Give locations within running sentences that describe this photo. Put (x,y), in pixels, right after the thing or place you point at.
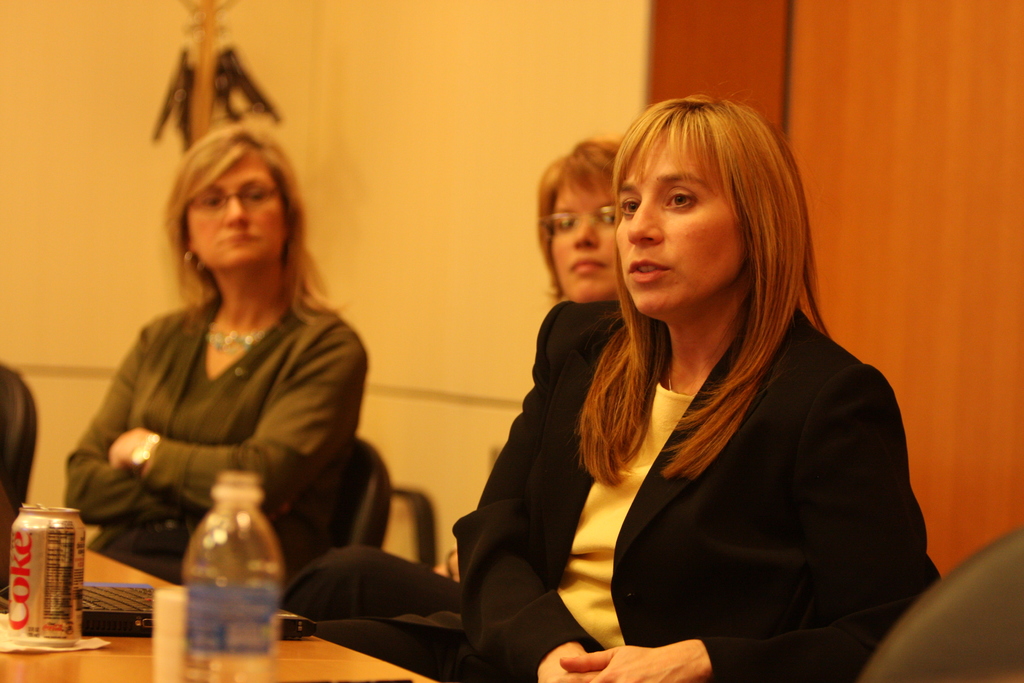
In this picture there are three women (389,622) sitting, they have a table (60,659) in front of them. There is a water bottle (226,502), beverage can (48,509). In the background (143,45) there is a wall (553,66).
